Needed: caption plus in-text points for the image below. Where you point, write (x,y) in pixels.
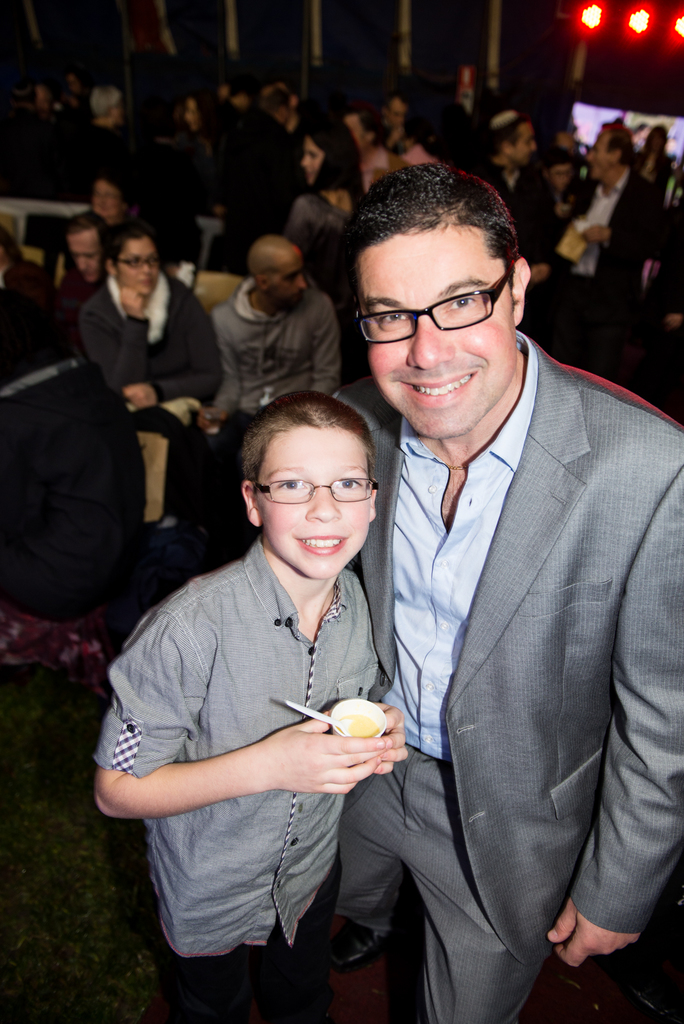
In this image we can see a man (501,639) is standing, and smiling, he is wearing the suit (468,781), at beside here a boy (289,670) is standing, and holding a glass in the hands (348,770), at the back (495,122) here are the group of persons (401,141) sitting, here is the light (593,11).
